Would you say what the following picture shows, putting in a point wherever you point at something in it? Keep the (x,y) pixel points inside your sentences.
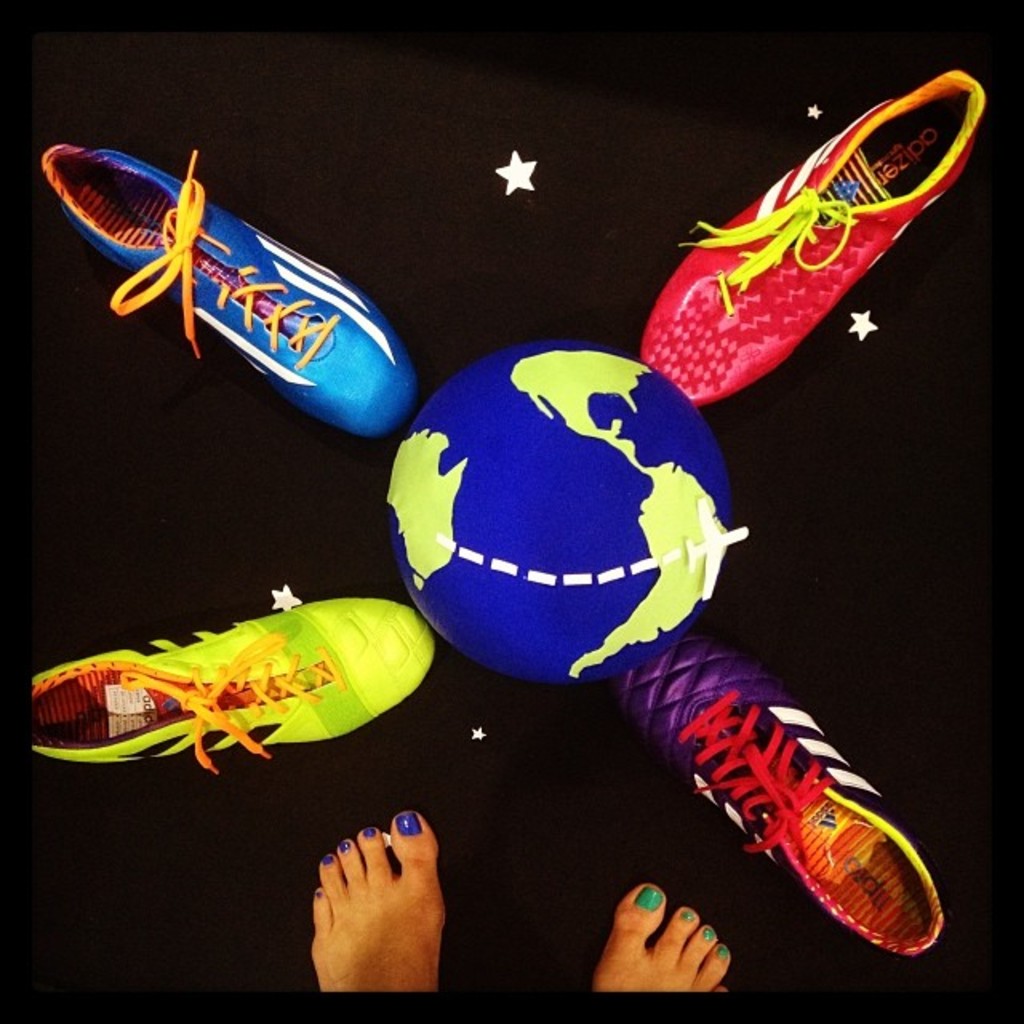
In the image there is a football (557,495) in the middle (567,458) with shoes (246,321) around it, there is a feet (389,929) of person (419,870) visible in the front (393,933).
